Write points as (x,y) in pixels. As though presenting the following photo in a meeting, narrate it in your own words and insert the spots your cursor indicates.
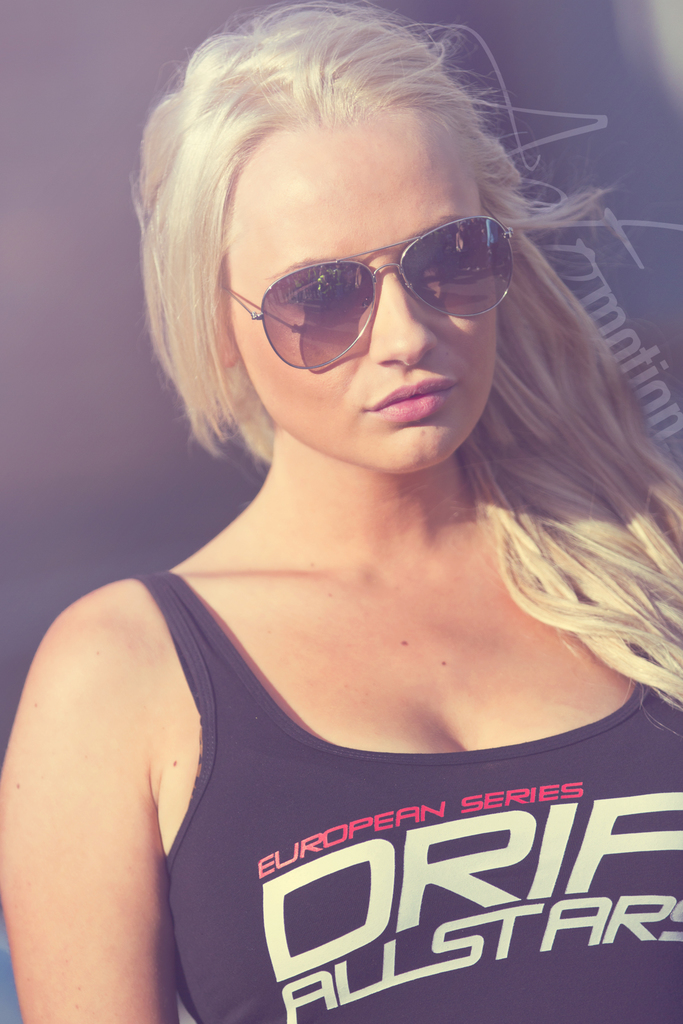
In this image there is a lady (461,482) wearing sunglasses (455,308) and black t-shirt (455,766).
